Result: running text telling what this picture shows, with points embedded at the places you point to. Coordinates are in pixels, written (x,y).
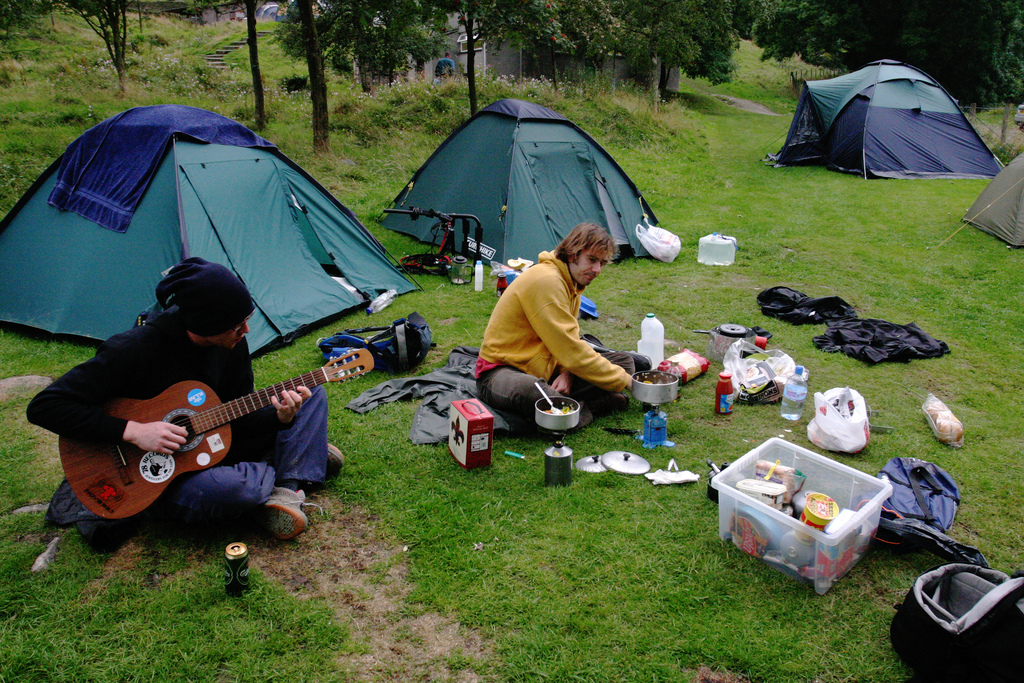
In this image In the middle (573,384) there is a man (549,377) he is sitting he wears yellow jacket (532,328) and trouser (527,394), in front of him there are many items (772,476). On the left (194,343) there is a man (203,361) he is playing guitar (227,425). In the background (1003,299) there are four tents (536,179), grass (745,139), plants (460,103) and trees (850,39).
